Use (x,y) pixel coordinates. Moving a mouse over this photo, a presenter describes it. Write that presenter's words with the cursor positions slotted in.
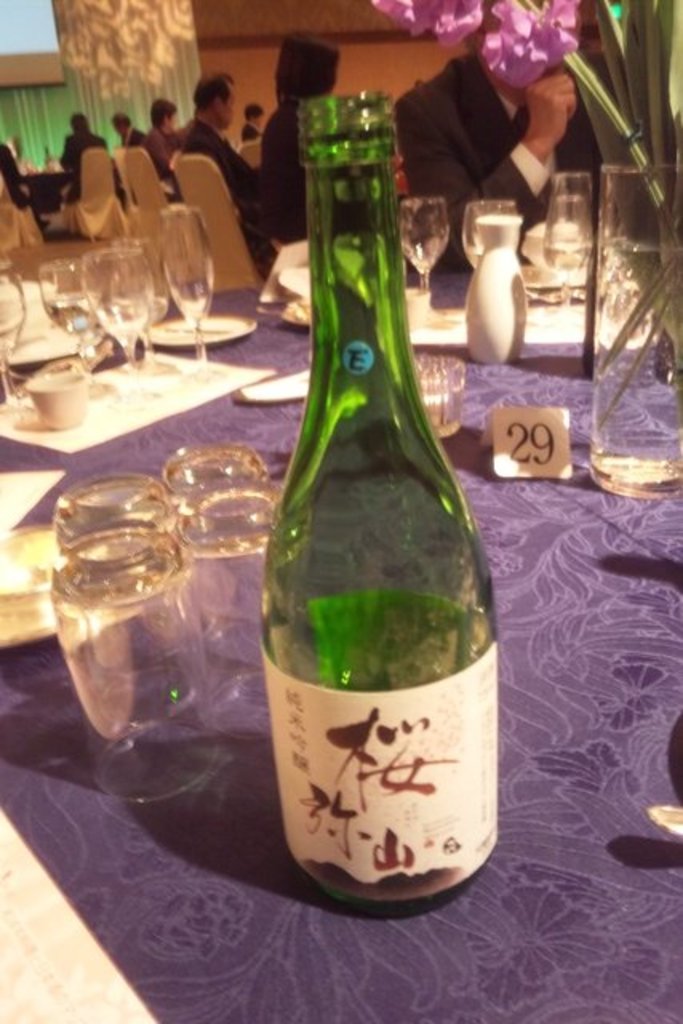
At the bottom of the image (221,868) there is a table (622,498). On the table (588,439) there are glasses (109,774), plates (181,339), vase (641,486) with water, flowers (540,13) and leaves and also there is a bottle (349,320) and there are some other things (675,735) on the table (174,350). Behind the table (179,890) there are few people (83,148) sitting on the chairs (111,225).
